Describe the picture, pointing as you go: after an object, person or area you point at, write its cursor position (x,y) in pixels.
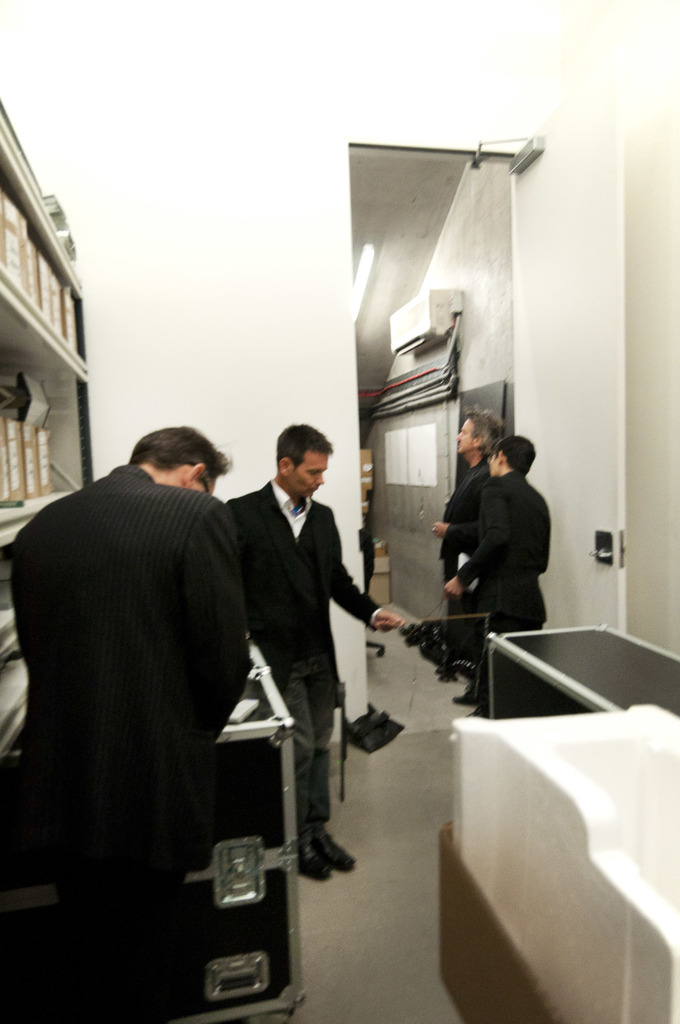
In this image on the left (160,649) there is a man (167,610), he wears a suit (180,725), trouser (180,952). In the middle (278,598) there is a man (327,612), he wears trouser (320,743) and shoes (340,865). On the right (523,544) there is a man (507,524), he wears a suit (505,563), trouser (496,622), in front of him there is a man (478,490), he wears a suit (478,492), trouser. In the middle (388,580) there are boxes (190,959), on the left (164,413) shelves (53,389), boxes (47,272), lights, papers (422,447) and a wall (420,553).
